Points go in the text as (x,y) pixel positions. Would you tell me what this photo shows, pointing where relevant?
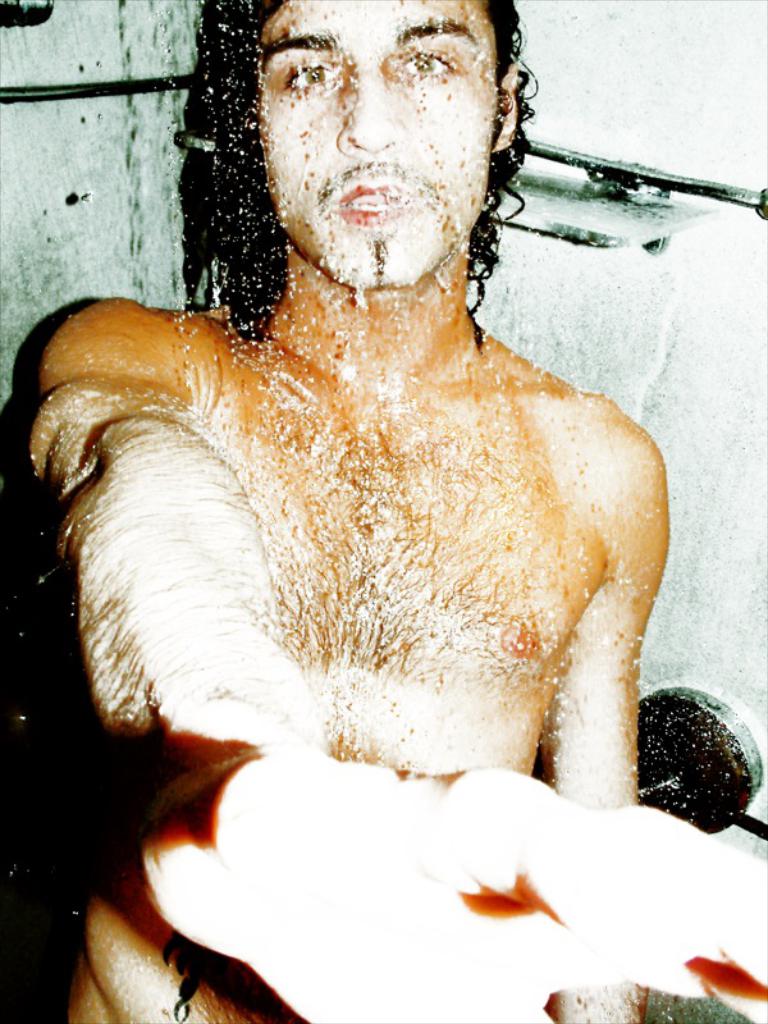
In this picture we can see a person (81,605) and in the background (50,600) we can see a wall (34,590), pipe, soap dish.
